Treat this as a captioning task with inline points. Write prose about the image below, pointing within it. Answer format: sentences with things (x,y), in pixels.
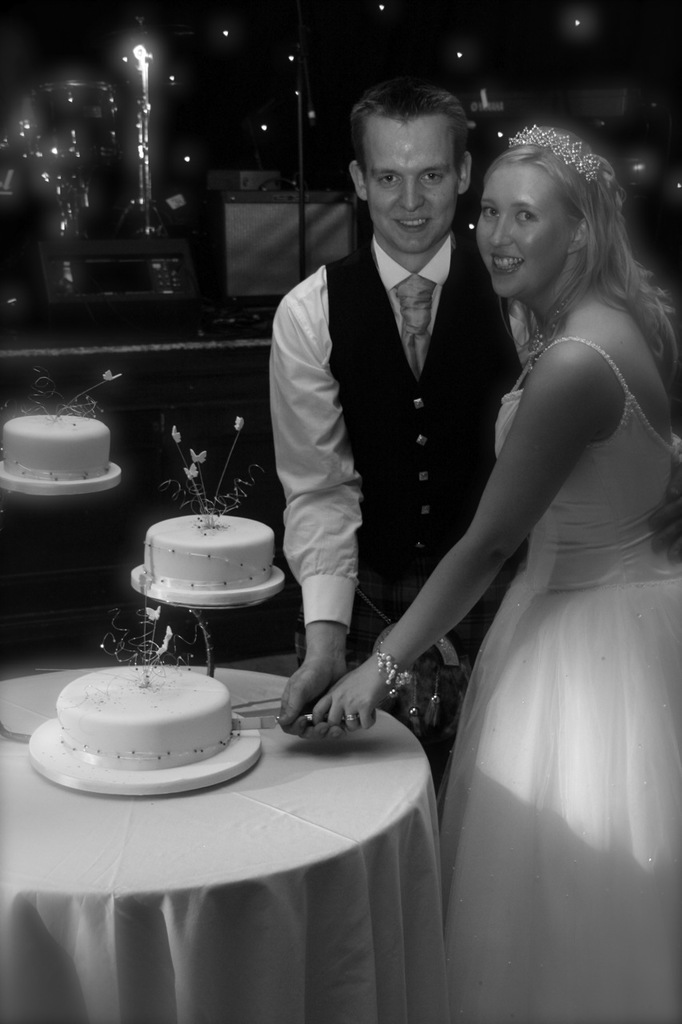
In this image on the right side (562,488) there is one man (441,354) and one woman (396,661) standing, and they are cutting the cake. In front of them there is a table (102,816) and cakes (41,440), and in the background (219,171) there is a box (247,218) and some lights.
